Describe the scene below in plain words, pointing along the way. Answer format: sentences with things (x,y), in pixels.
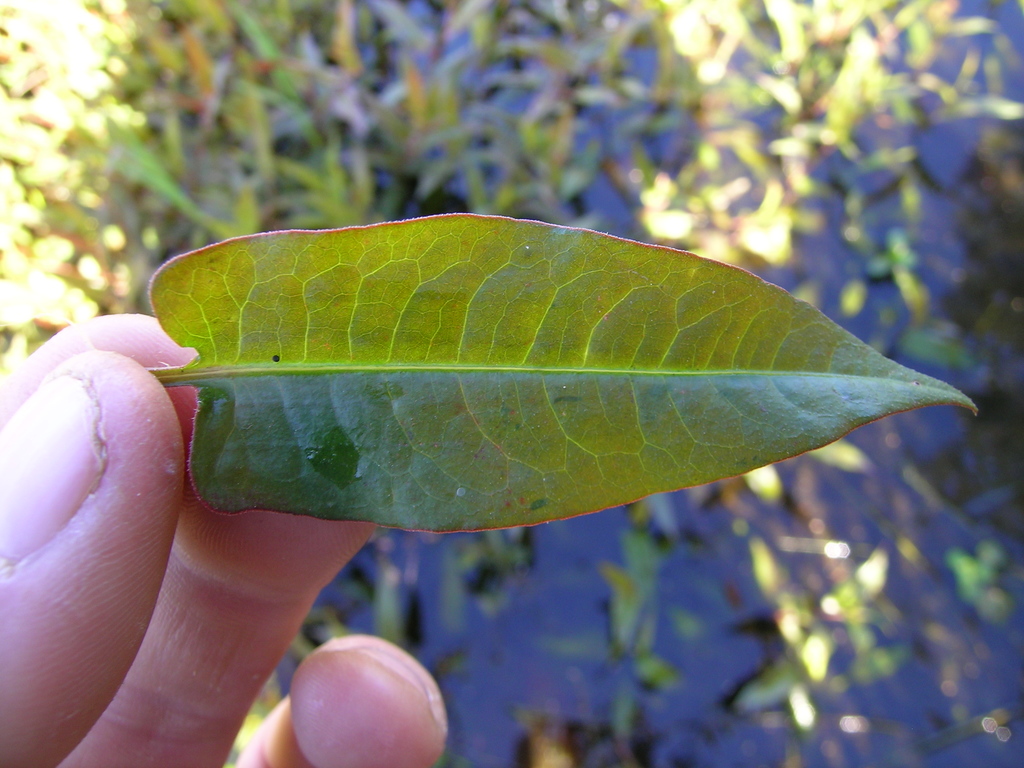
In this image we can see a person's hand (79,505) holding a leaf (345,291). In the background (279,67) there are plants (510,208).
